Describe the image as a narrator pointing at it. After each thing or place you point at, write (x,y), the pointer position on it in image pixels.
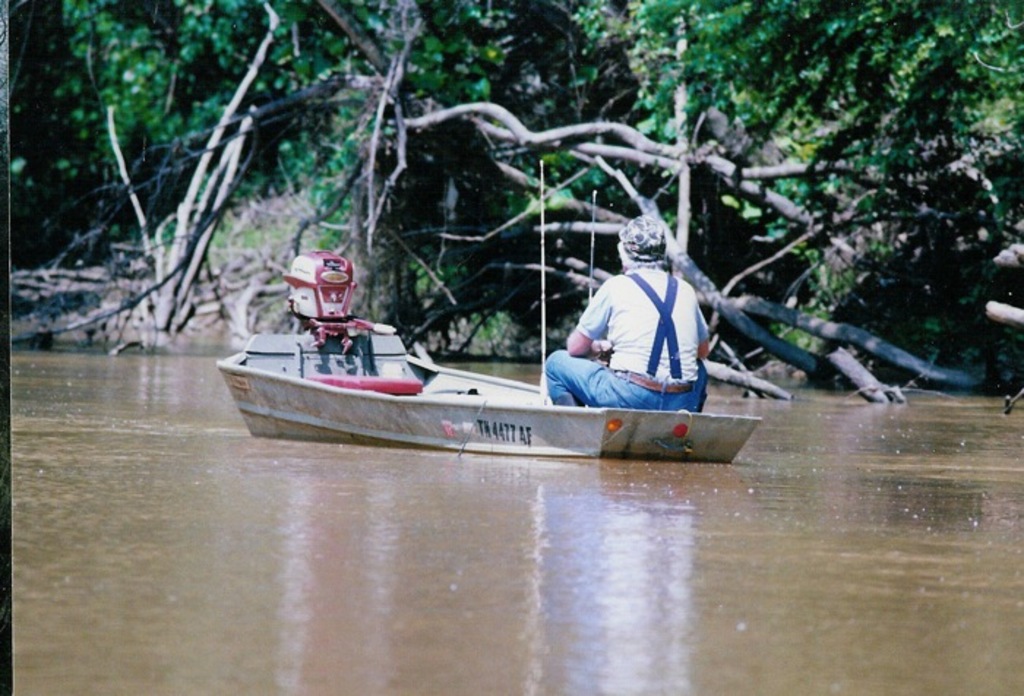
In the center of the image (635,265), we can see a person (557,378) sitting on the boat (363,358) and there is an object (323,315). In the background (424,23), there are trees (782,146) and at the bottom (492,545), there is water (397,554).
